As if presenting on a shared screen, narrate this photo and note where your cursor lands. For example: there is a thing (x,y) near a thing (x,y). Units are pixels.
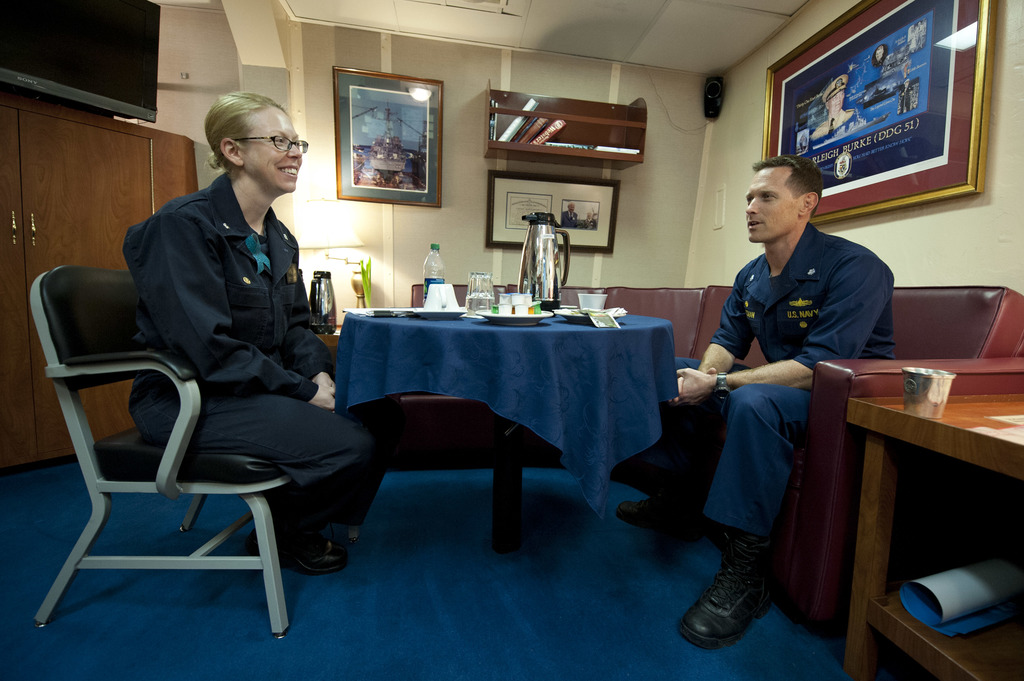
In this image there are two persons (799,313). At the right side (828,313) a man (817,345) sitting on the sofa (846,368). In the center (495,350) there is a table (516,351) cover with the blue colour cloth (575,381). On the table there are plates (437,313), glass (477,288), jar (537,262), bottle (438,273). At the left side (216,293) a woman (214,304) is sitting on the chair (97,374). In the background (396,147) there is a frame (409,151) on the wall (450,146). At the right side (883,111) there is a frame (933,146) on the wall (995,215).
